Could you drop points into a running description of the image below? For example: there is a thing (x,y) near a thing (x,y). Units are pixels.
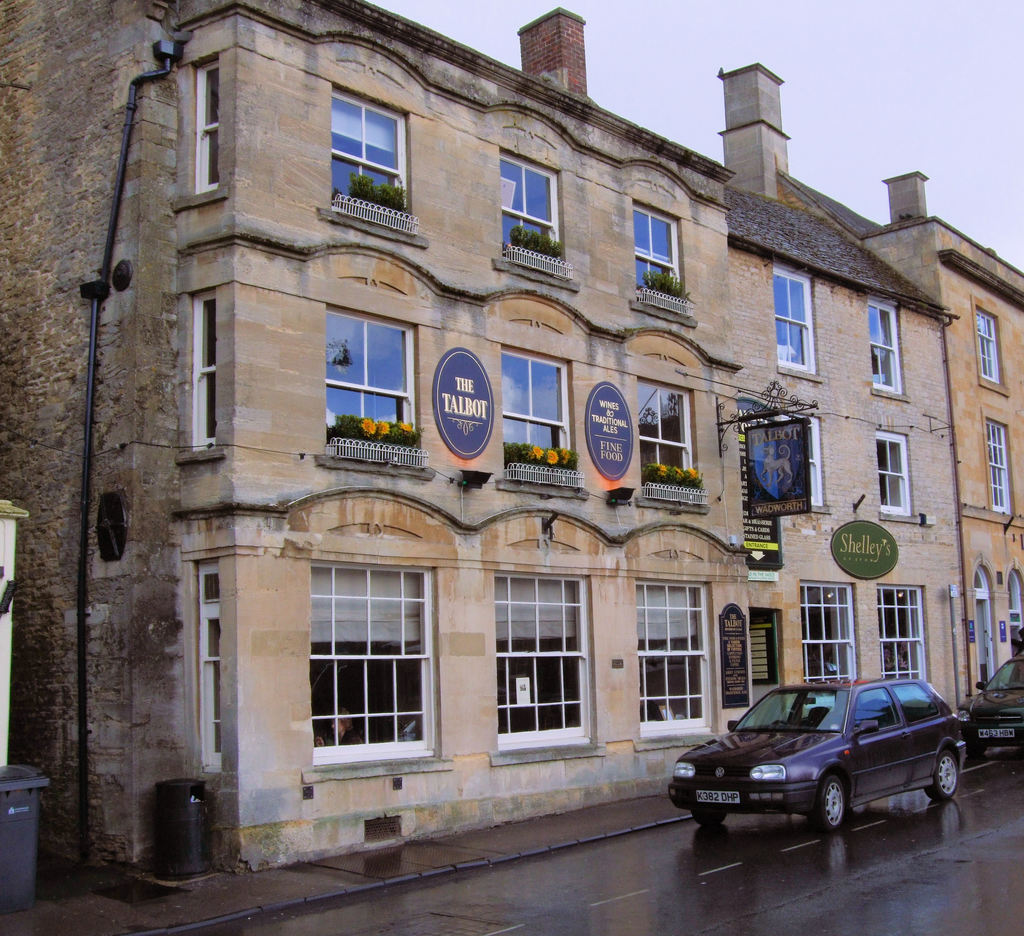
In this picture there is building (426,393) in the center of the image (602,426) and there are windows (673,392) on the building (481,150), there are cars (811,764) on the right side of the image (811,764) and there are dustbins (159,797) in the bottom left side of the image (2,894).
